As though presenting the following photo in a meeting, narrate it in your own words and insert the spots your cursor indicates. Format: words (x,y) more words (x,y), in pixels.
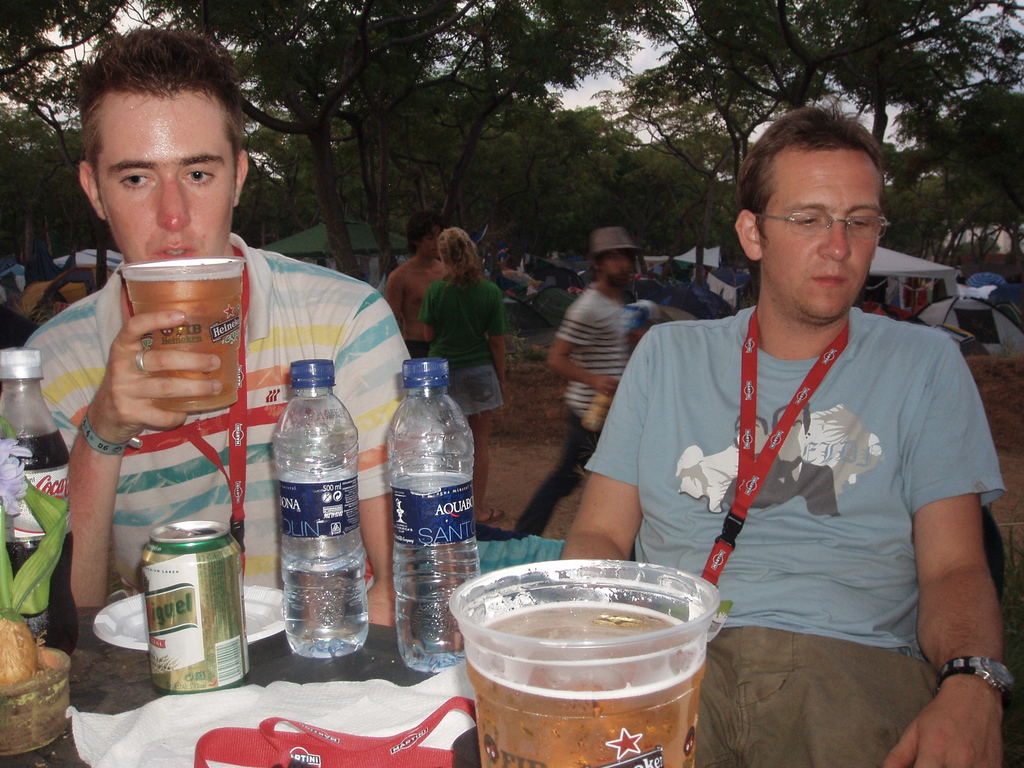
As we can see in the image there are trees (671,83), umbrellas (314,232), few people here and there. In the front (675,326) there are two people (272,350) sitting. On the left side (278,667) there is a table (280,650). On table (105,647) there is a glass (536,610), bottles (457,503), a cloth (301,705), plate (107,633) and tin (206,601).
